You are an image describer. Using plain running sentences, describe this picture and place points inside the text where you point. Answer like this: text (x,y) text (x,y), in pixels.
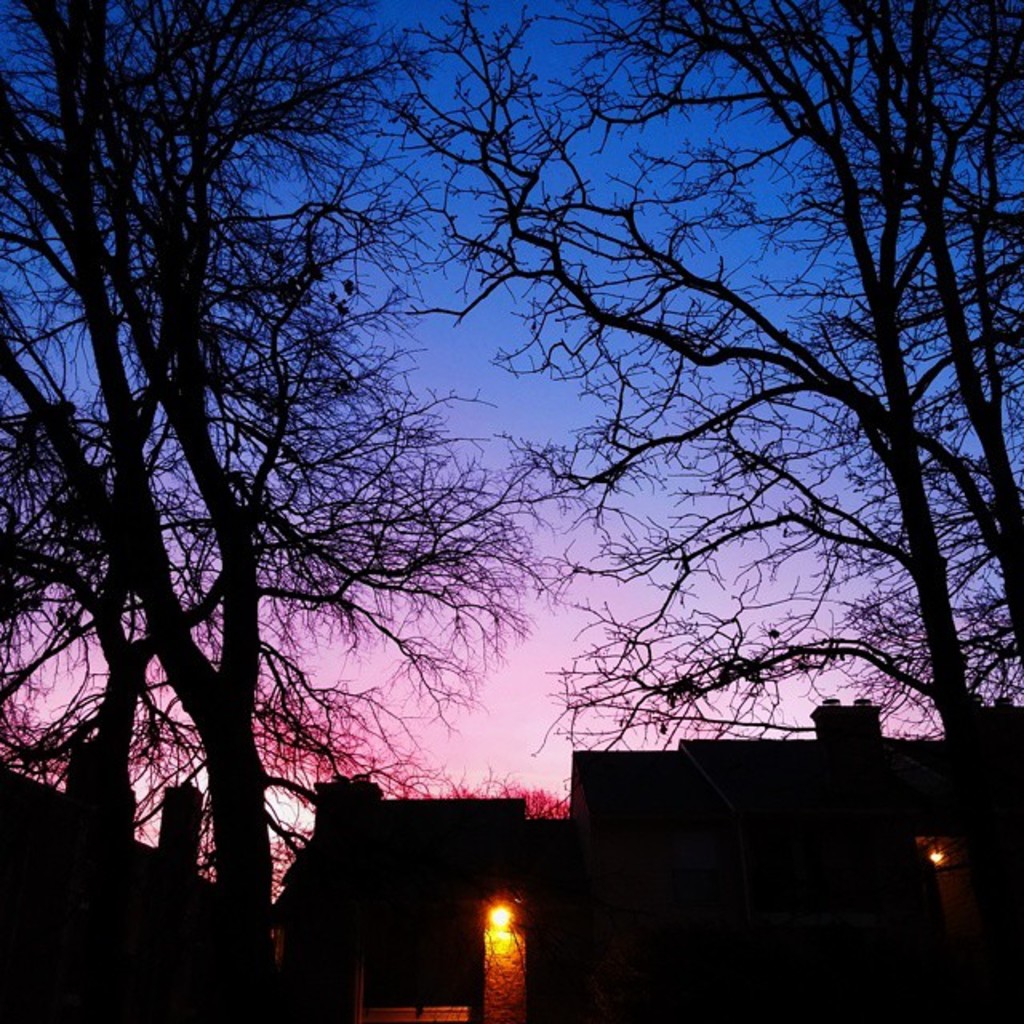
In this picture there are few houses (479,855) which has a chimneys (853,742) above it and there are few dried trees (757,317) which has no leaves (167,426) on it.
